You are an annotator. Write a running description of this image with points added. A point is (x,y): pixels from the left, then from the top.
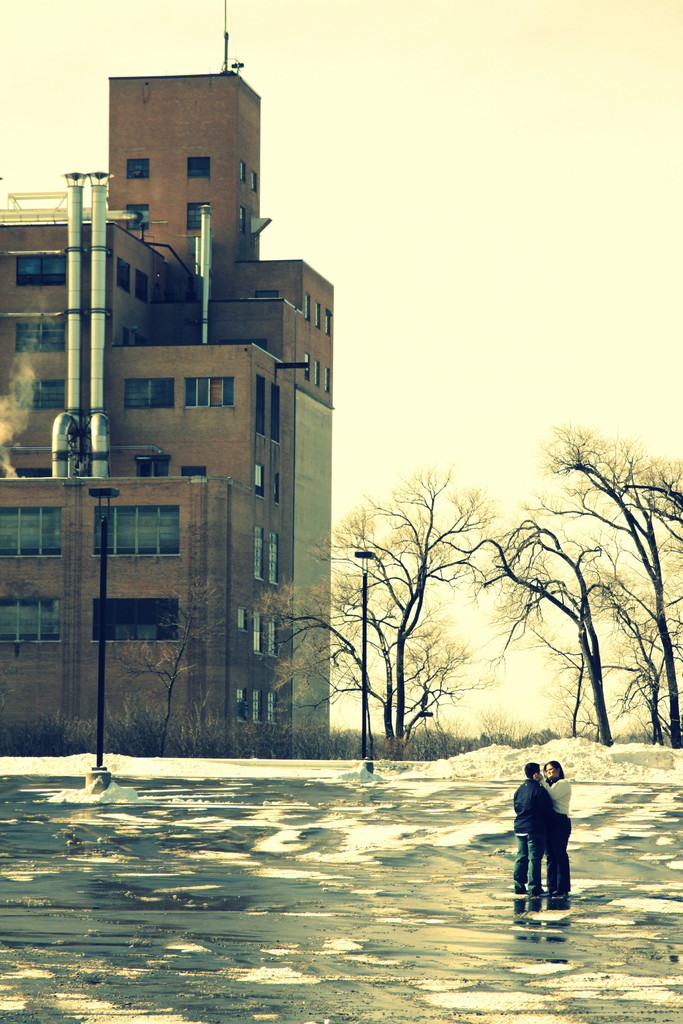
In this image two persons (523,819) are standing on the land (403,910) covered with the snow (439,786). Right side (656,698) there are few trees (573,539). Before it there are few street lights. Left side there is a building (316,297). Top of image (456,299) there is sky (467,237).
